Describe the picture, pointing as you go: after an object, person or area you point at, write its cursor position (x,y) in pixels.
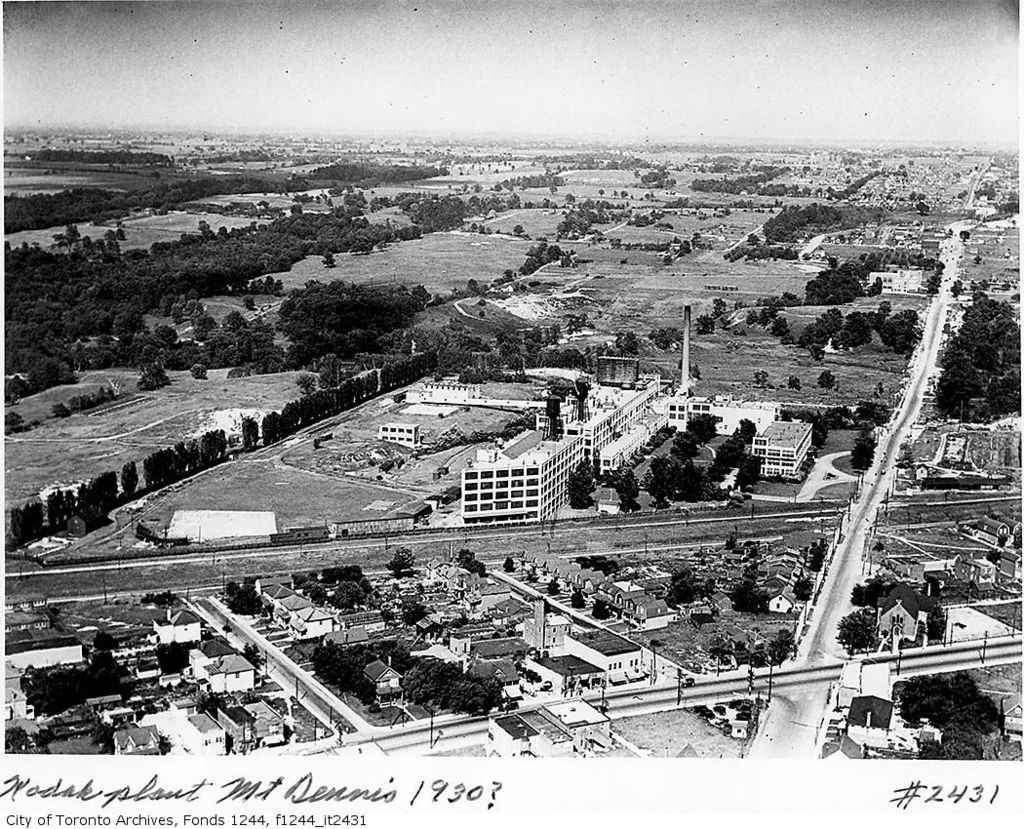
This is black and white aerial view where we can see buildings (466,480), trees (359,322), poles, roads (802,648) and grassy lands (136,407). At the top of the image (137,67), we can see the sky (258,67). At the bottom of the image (378,802), there is a watermark (186,791).
